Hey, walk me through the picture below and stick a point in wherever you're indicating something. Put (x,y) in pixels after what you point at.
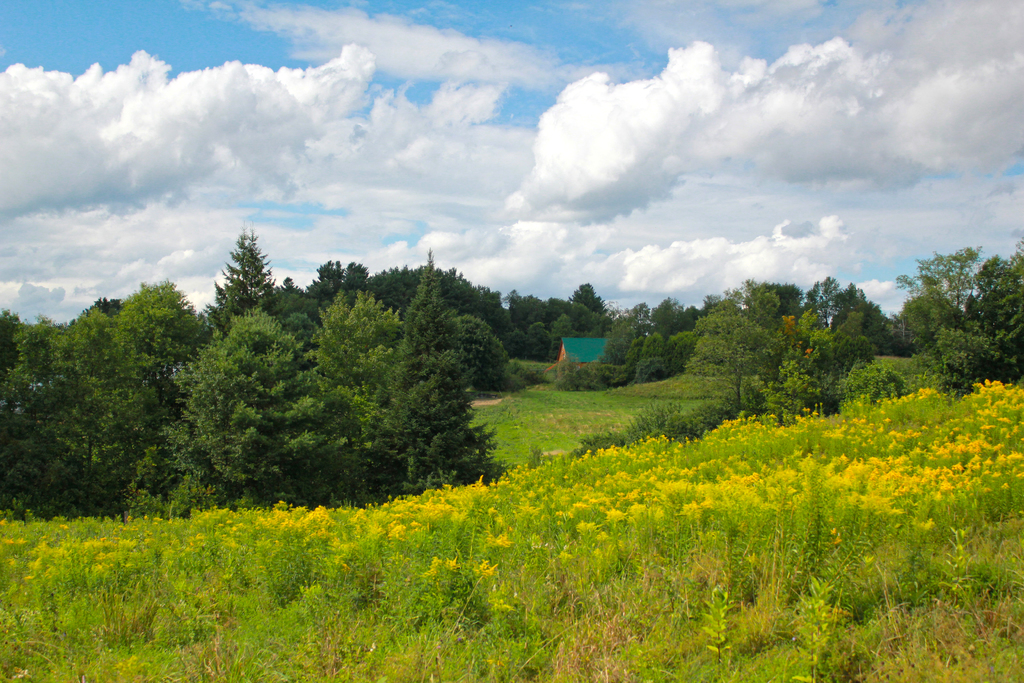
Here in this picture we can see the ground (405,506) is fully covered with grass (374,564), plants (472,544) and trees (546,318) all over there and we can see the sky (366,216) is fully covered with clouds (366,216) over there.
